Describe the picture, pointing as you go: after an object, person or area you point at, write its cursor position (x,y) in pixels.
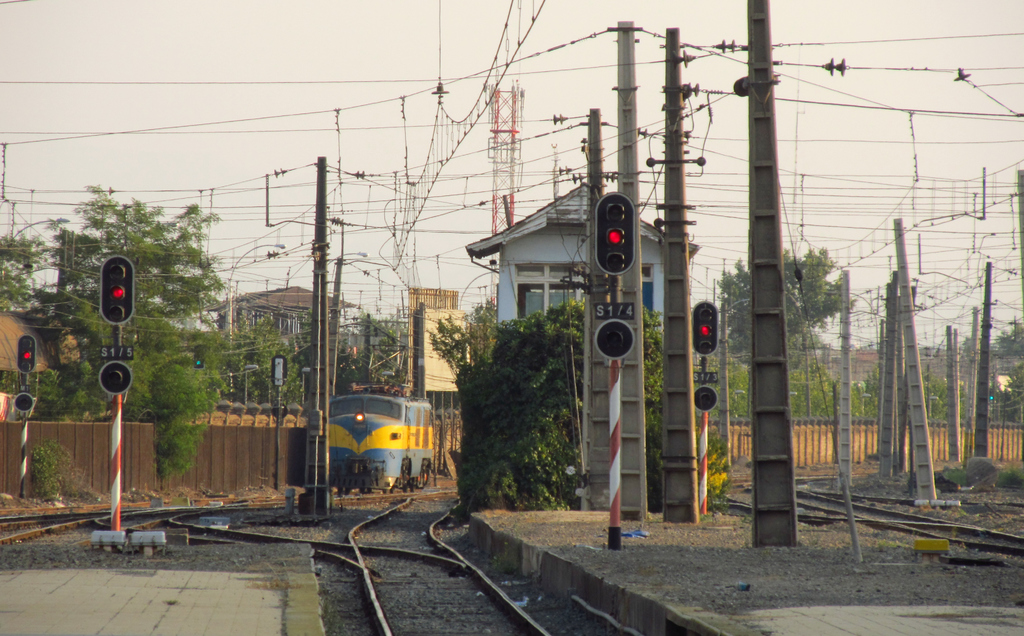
In the image there is a railway track (438,494) and there is a train (371,437) on the track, there are many signal poles (315,390) and there are plenty of wires (256,207) attached and interlinked with each other, in between those poles (279,430) there are some trees (252,338) and on the left side (210,572) there is a platform (276,592).
